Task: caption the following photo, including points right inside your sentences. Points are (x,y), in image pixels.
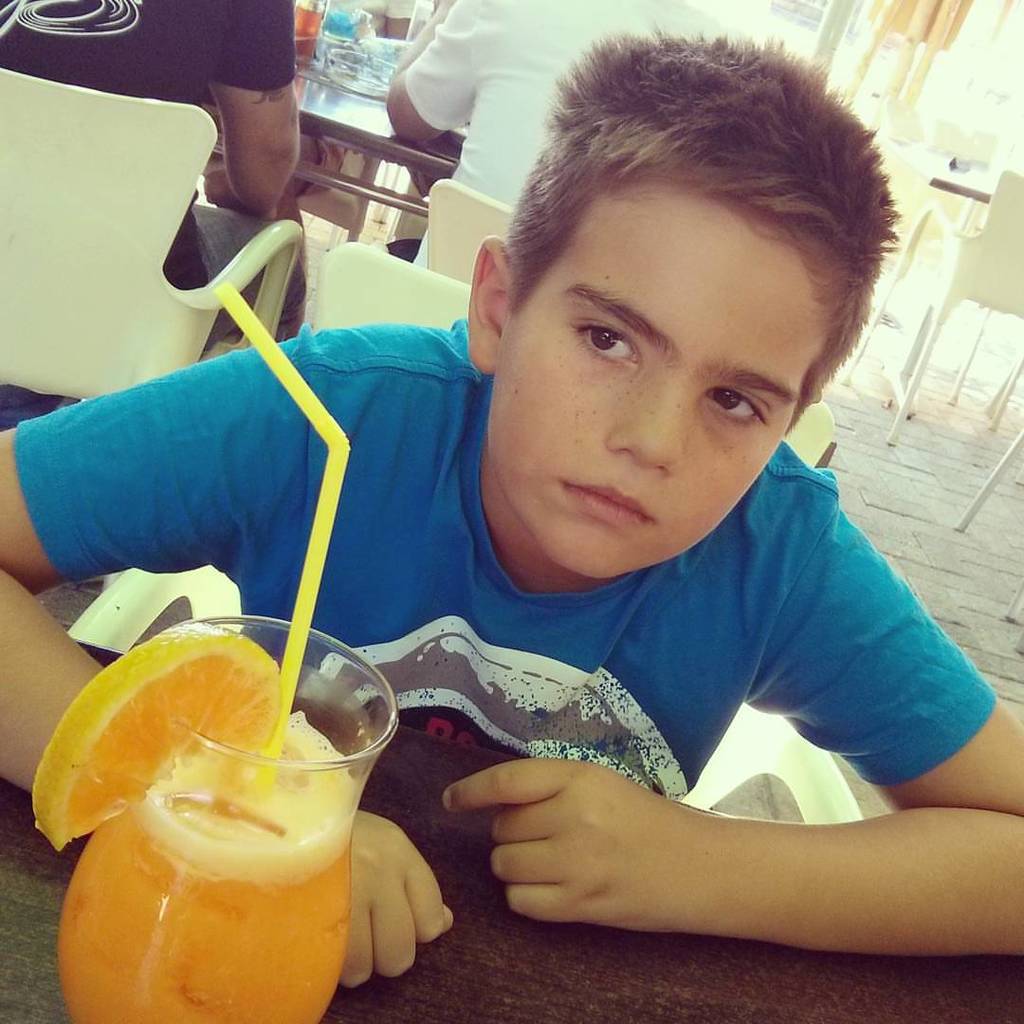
In this image I can see a boy (421,419) sitting in front of the juice glass (197,829) and it is on the table (643,943). At the back side (280,79) there are two persons (294,214) sitting on the chair (440,236).
